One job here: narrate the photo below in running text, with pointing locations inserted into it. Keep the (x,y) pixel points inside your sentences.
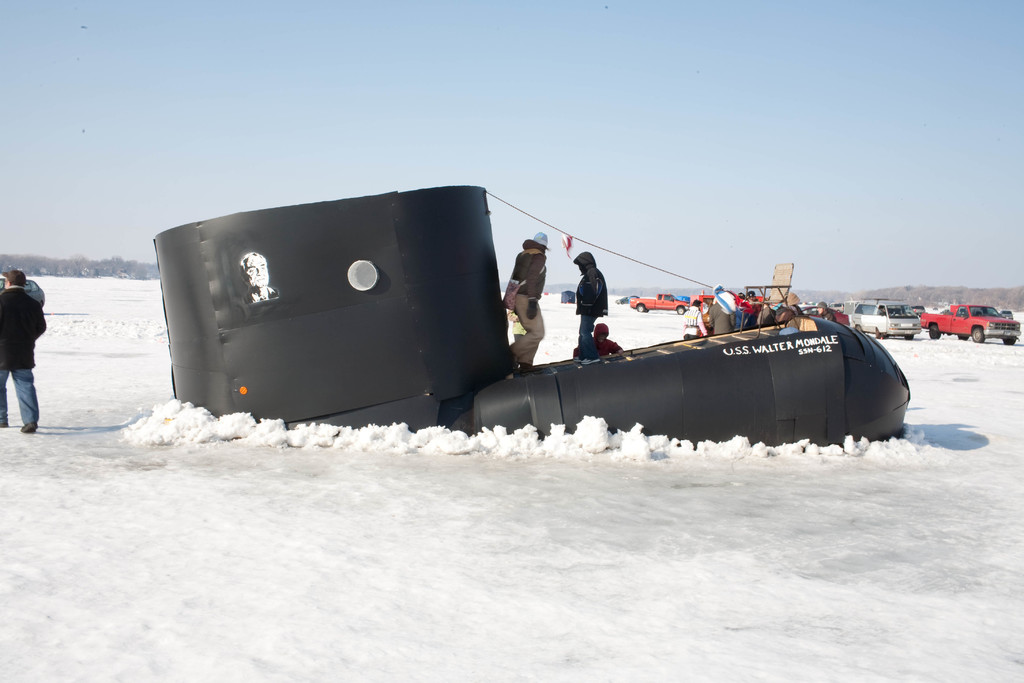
In this image, we can see black submarine (433,397) made with sheets (673,401) on the snow (551,504). On this submarine (567,389), we can see two persons (587,361), chair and few objects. In the background (883,313), there are trees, people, vehicles (947,334) and the sky (564,155). On the left side of the image (7,322), a person (20,312) walking on the snow (33,436).
